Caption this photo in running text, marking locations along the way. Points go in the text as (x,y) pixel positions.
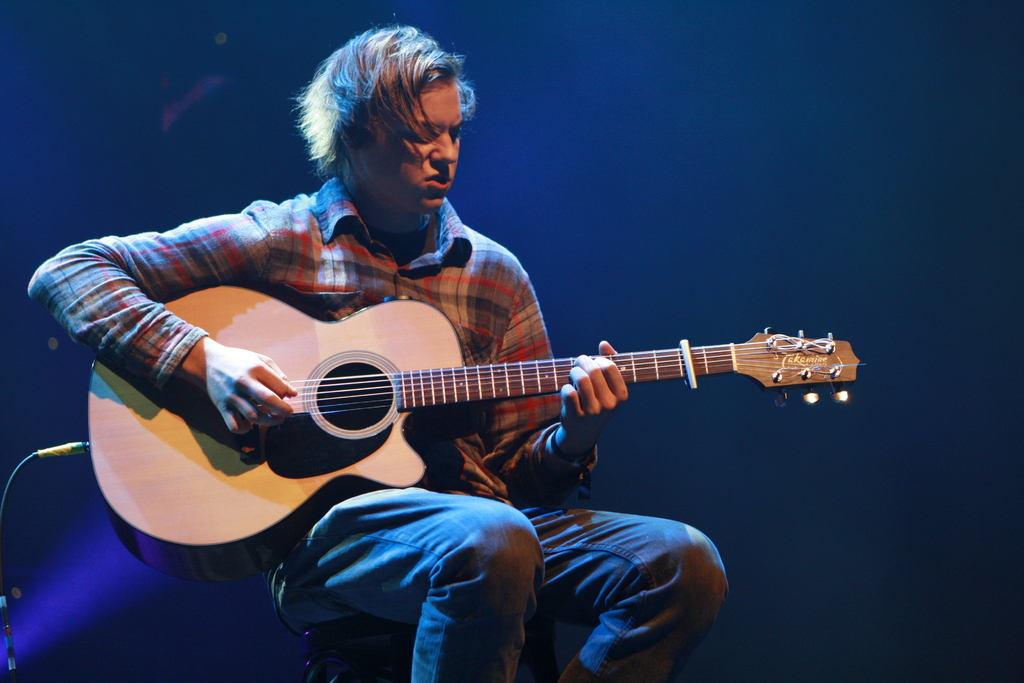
A person (326,239) wearing a check shirt (392,280) holding a guitar (376,416) and playing. In the background (772,147) it is blue. He is sitting on something.
